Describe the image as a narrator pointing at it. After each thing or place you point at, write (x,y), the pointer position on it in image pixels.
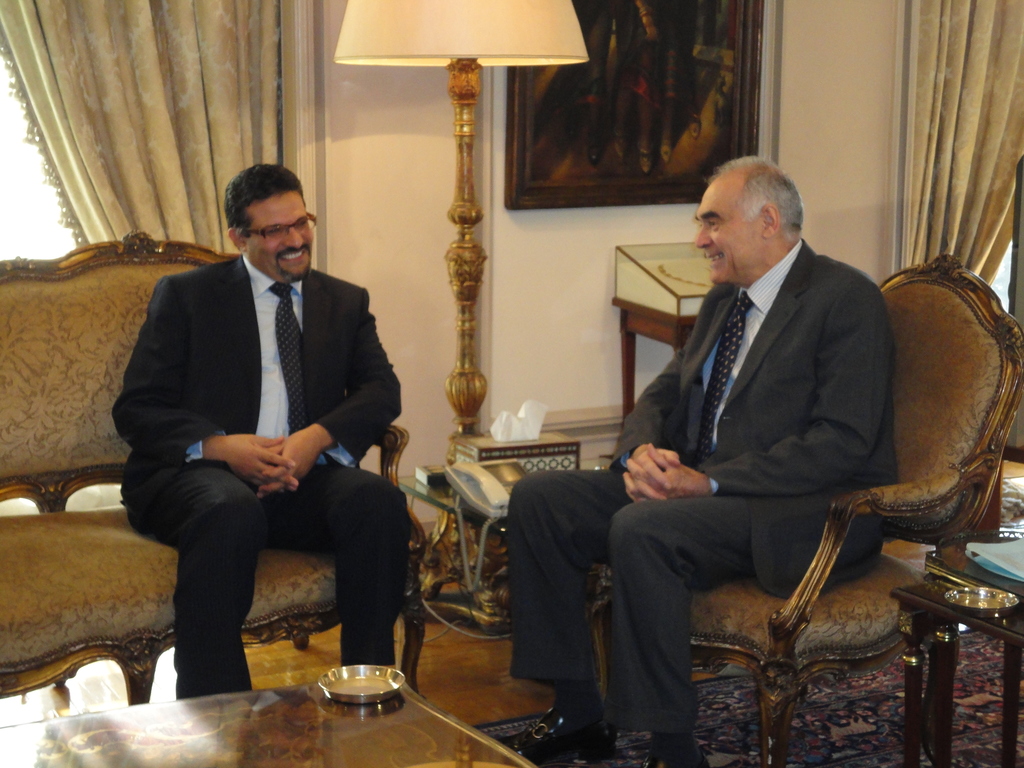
In this picture we can see two people (838,319), they are smiling, one person (297,325) is seated on the sofa (47,564) and one person (778,491) is seated on the chair (889,579). Behind them we can see a light (451,402), wall painting (583,137) and curtains (951,200).
